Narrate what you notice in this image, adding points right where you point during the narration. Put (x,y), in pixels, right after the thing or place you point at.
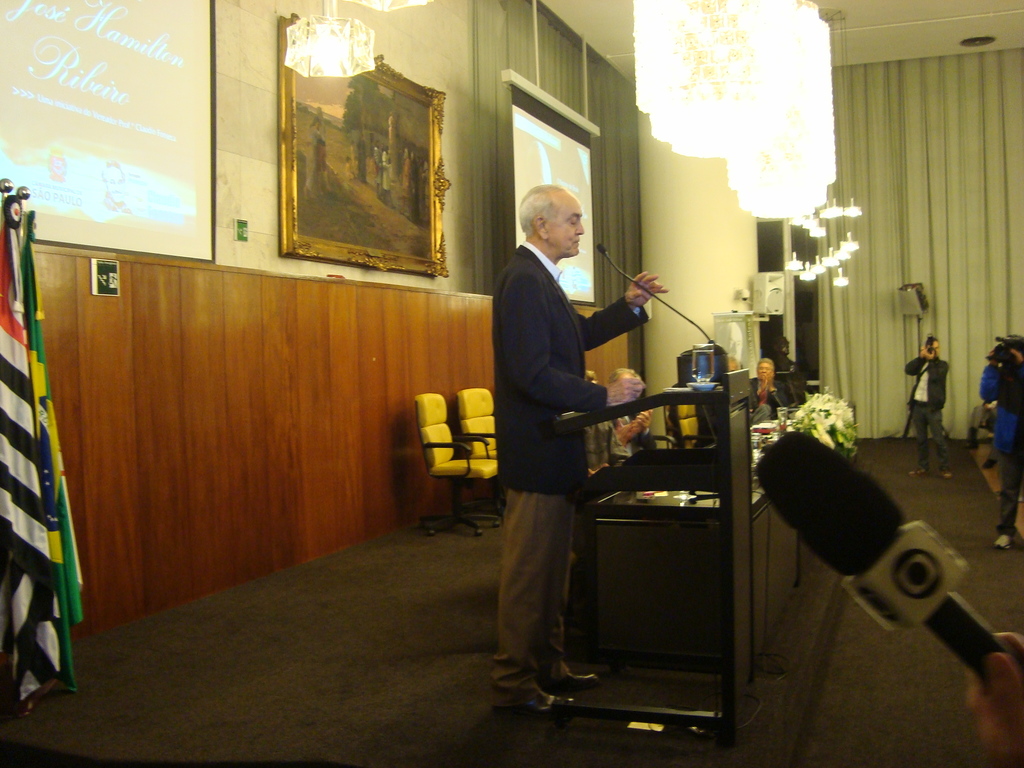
As we can see in the image there is a wall (275,526), photo frame (305,167), screens (52,8), lights (739,204), flags (81,609), tables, few people (549,286) here and there, mics (806,454) and camera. Here there are curtains (866,157).
